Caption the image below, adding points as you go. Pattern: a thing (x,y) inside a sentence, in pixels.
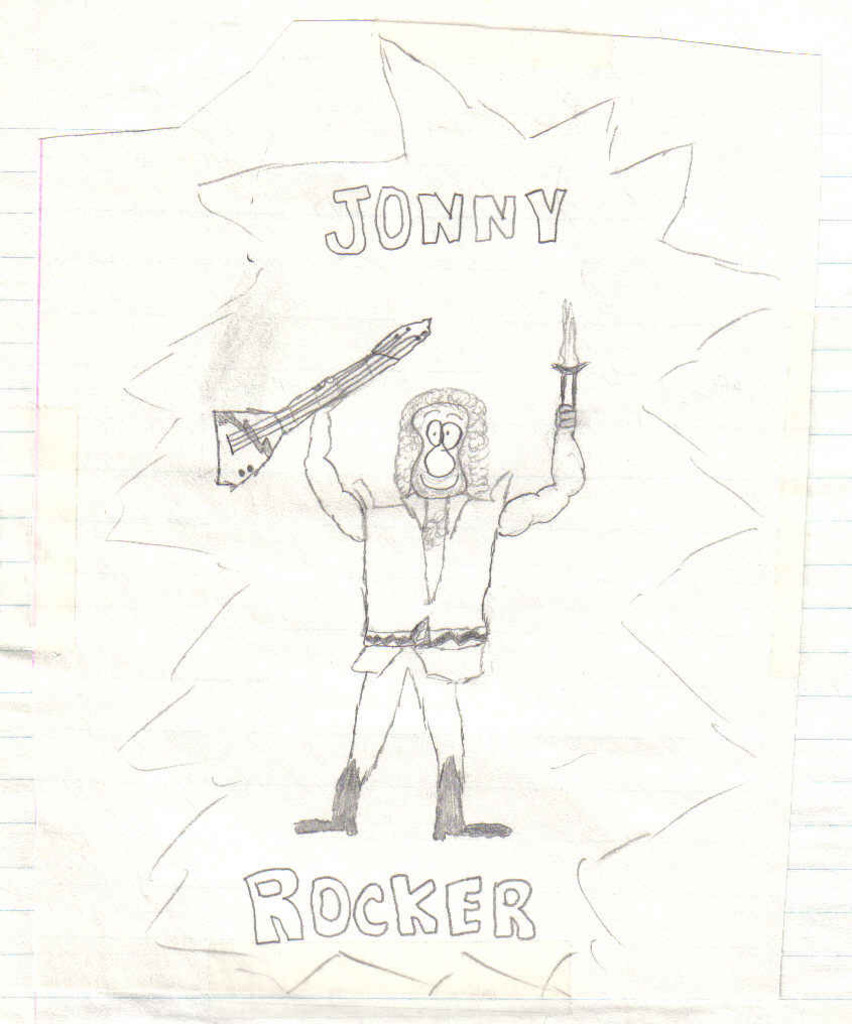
This is a sketch. In this picture we can see some text (454,929) on top (563,210) and at the bottom of the picture (454,929). We can see a person (458,761) holding a guitar (400,337) in one hand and an object (567,368) in another hand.
